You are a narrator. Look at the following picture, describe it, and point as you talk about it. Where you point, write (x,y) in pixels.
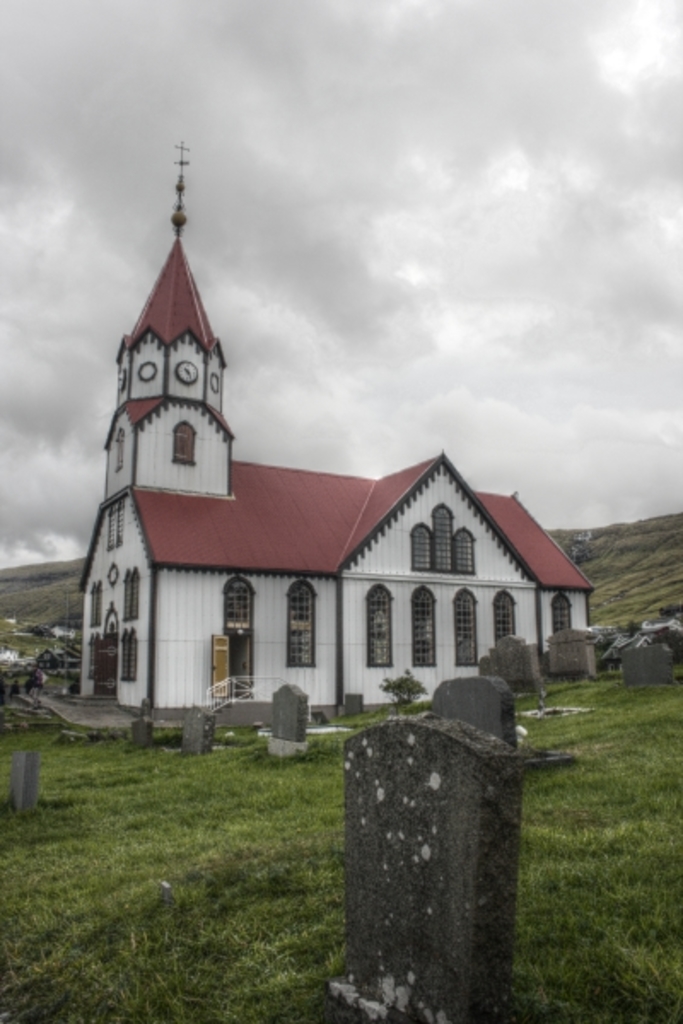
This is a building (288,608) with the windows (423,541). I can see a spire (183,218), which is at the top of the building (218,405). This looks like a graveyard (368,719). I think these are the graveyard stone (388,743). Here is the grass (254,781). I can see the clouds (457,296) in the sky (391,319).
